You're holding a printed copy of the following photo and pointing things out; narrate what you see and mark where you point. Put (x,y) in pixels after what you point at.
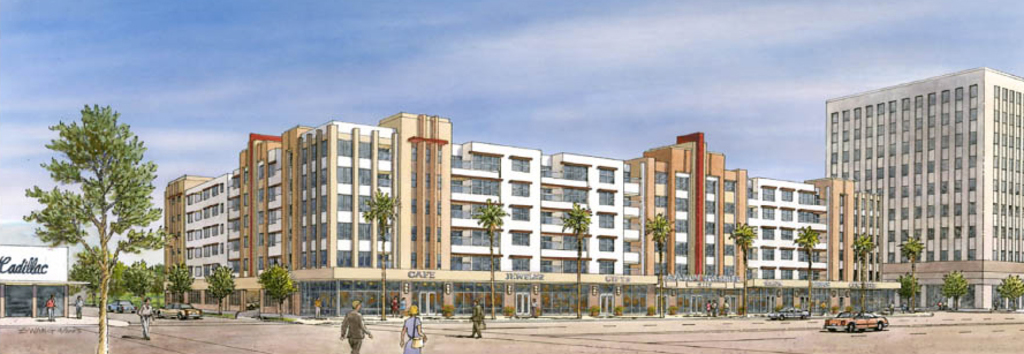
In this image we can see the picture containing group of persons (414,328) and group of vehicles (827,325). In the center (460,220) we can see the buildings (931,169) and trees (93,122). In the background (154,38) we can see the sky (521,34). On the left corner (42,261) we can see the text (43,268) on the building (42,261).
